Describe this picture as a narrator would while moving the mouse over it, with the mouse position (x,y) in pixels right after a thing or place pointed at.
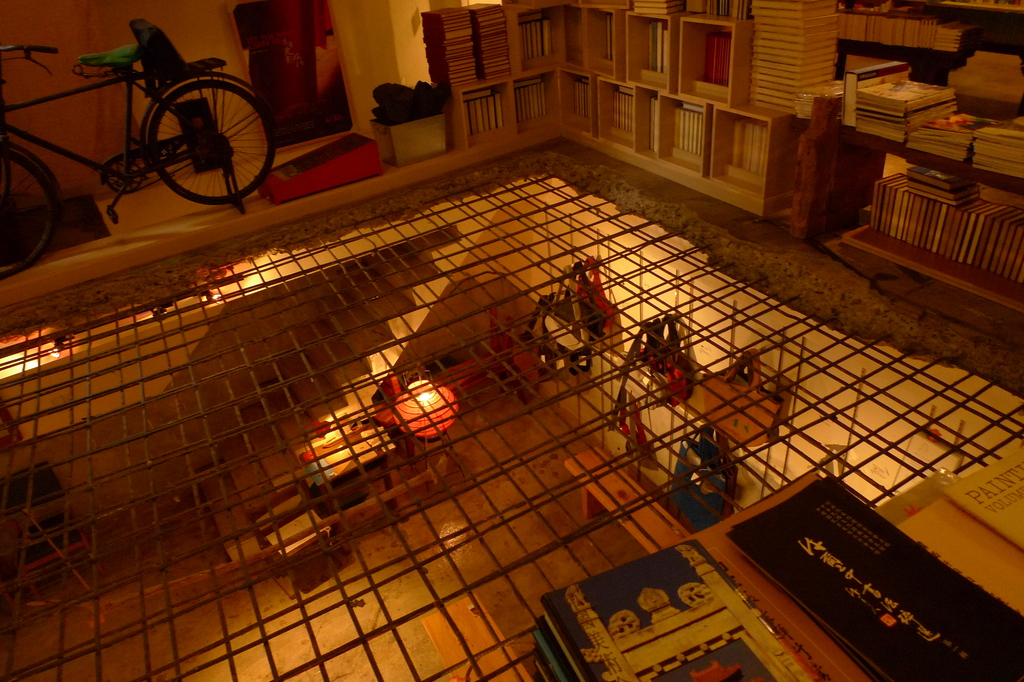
This is an inside view. At the bottom (87,540) there is a net (421,424). Under this, there is another floor (518,495). On the floor (501,498) I can see few tables (346,449) and some other objects (421,433). To the wall (499,283) few bags (591,304) are attached. At the top (150,154) there is a bicycle (212,156) and few objects (298,167) are placed on the floor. In the top right (723,143) there are few racks (776,168) which are filled with books (656,53). In the bottom right (774,627) there are some more books (812,591).
